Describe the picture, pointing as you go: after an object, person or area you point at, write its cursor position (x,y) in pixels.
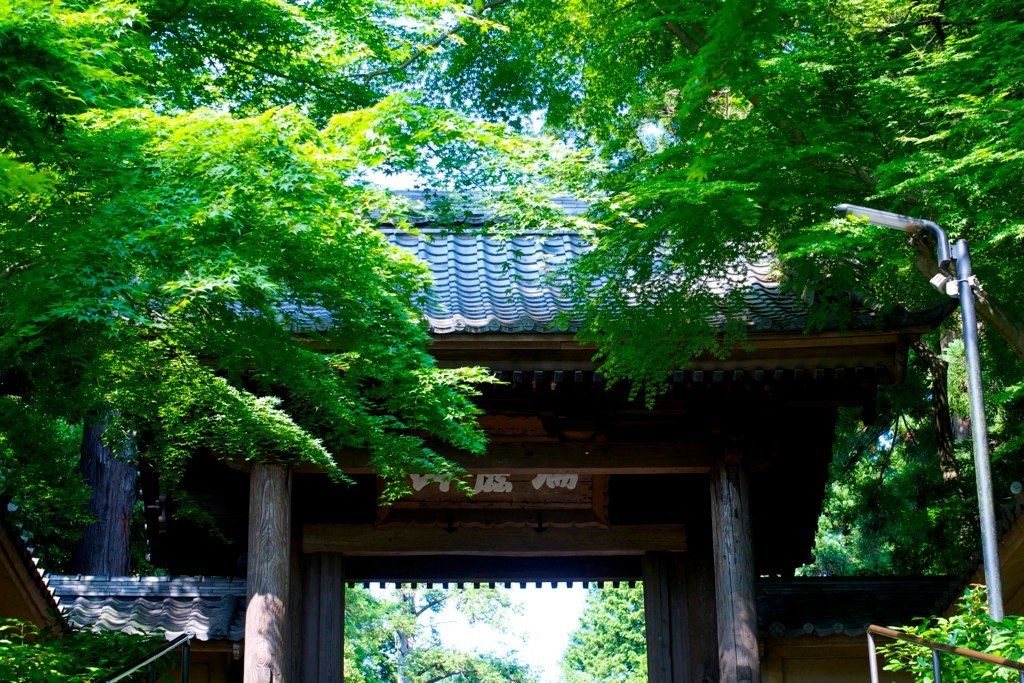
In this image I can see a wooden shelter (783,349) there is a board (490,513) with some text (553,483), I can see a light pole (1000,603) on the right side of the image (995,587). I can see the trees (487,10) at the top of the image (136,171).
